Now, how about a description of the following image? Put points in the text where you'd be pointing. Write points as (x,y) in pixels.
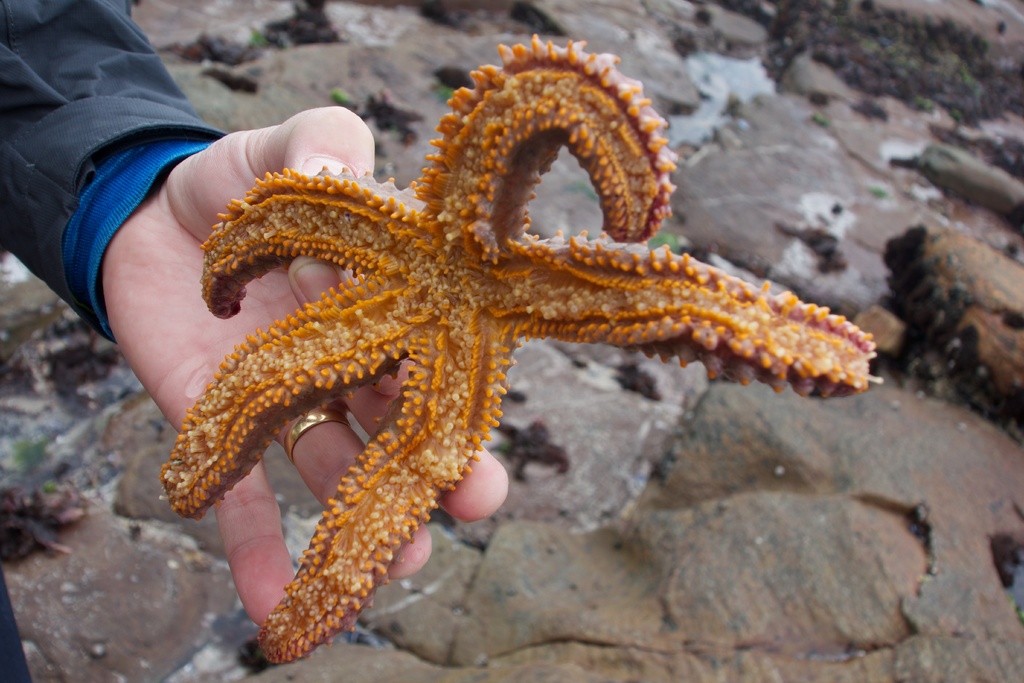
In this image we can see one person hand (153,252) holding a starfish (334,179), some rocks (248,20) with small plants (47,486) and grass (893,39). One gold ring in the person's hand finger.
